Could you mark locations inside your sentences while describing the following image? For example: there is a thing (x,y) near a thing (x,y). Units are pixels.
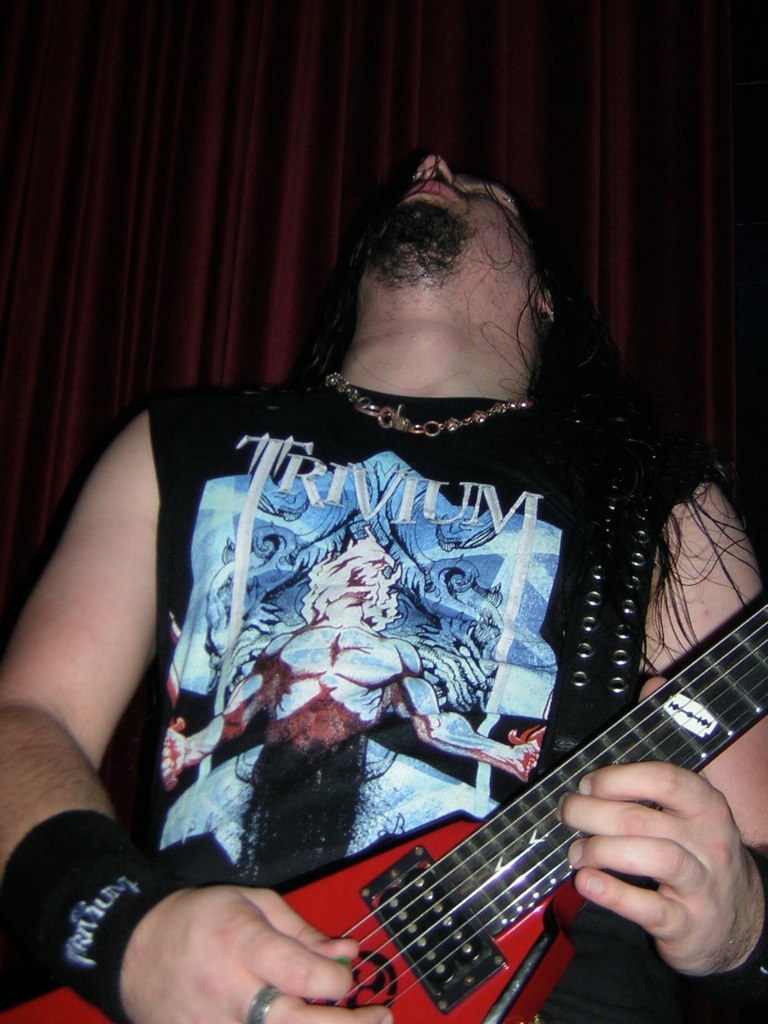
Here a man (440,284) is playing the guitar (524,957) he wearing T-shirt (446,809) and necklace (418,432) he has beard (415,253) long hair (644,464).
